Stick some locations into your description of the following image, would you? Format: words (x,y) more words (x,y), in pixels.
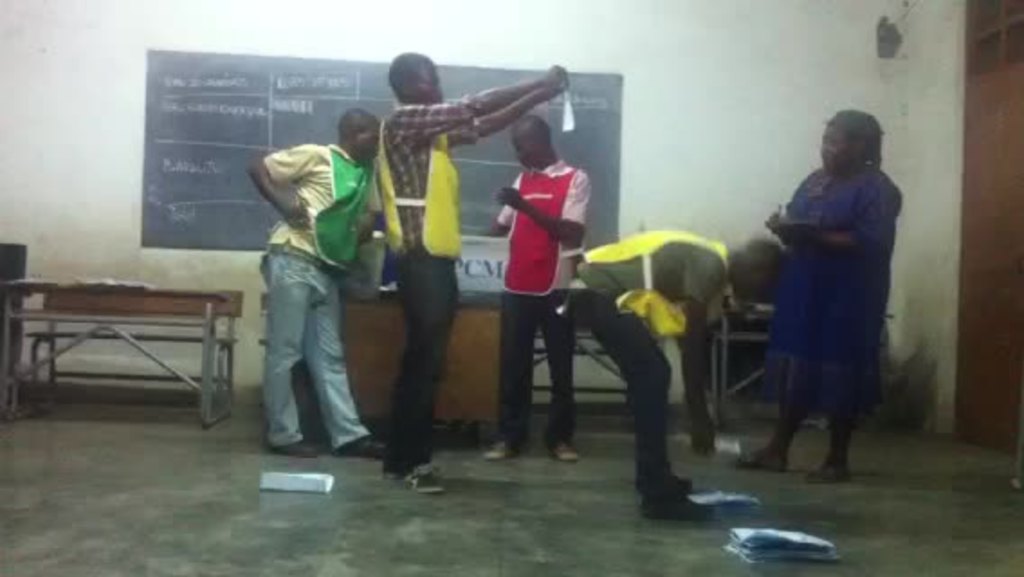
We can see a black board (222,95) over a wall (778,57). This is a door (972,292). We can see few persons (701,256) standing on the floor (229,527) here. We can see empty bench (65,305) here. There are papers (310,483) on the floor (399,500). This man (547,75) is holding a paper (568,114) with his hands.
